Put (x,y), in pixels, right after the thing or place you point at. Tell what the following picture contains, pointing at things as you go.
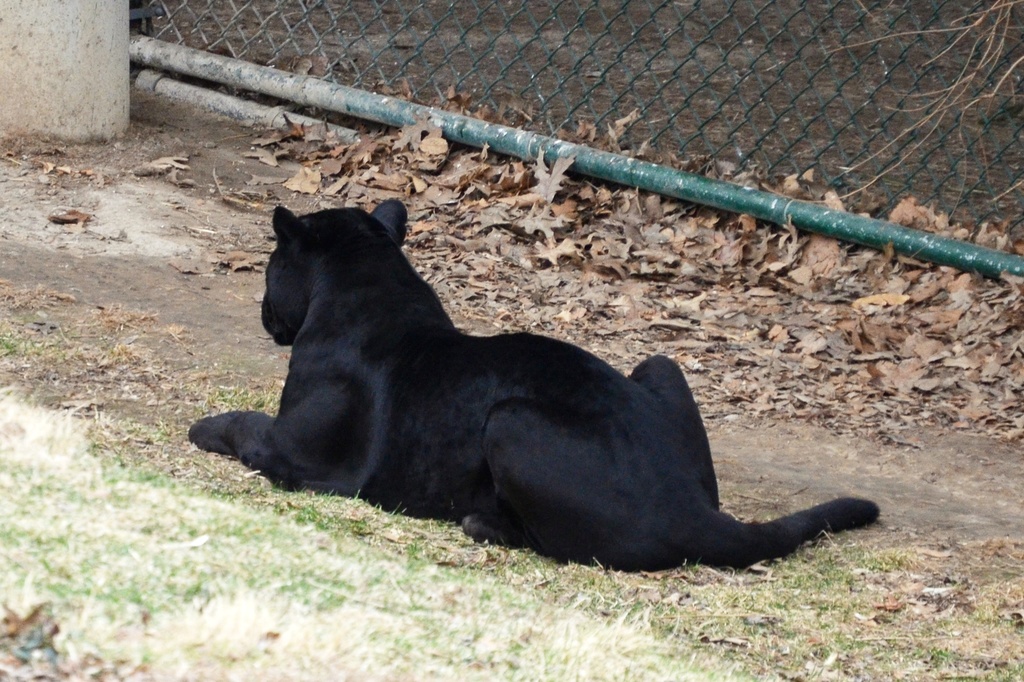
In the center of the image (401,283) there is a animal (266,305). At the bottom of the image (398,590) there is grass (459,606). In the background of the image (547,291) there is a fence (788,61) and dry leaves (532,195).
